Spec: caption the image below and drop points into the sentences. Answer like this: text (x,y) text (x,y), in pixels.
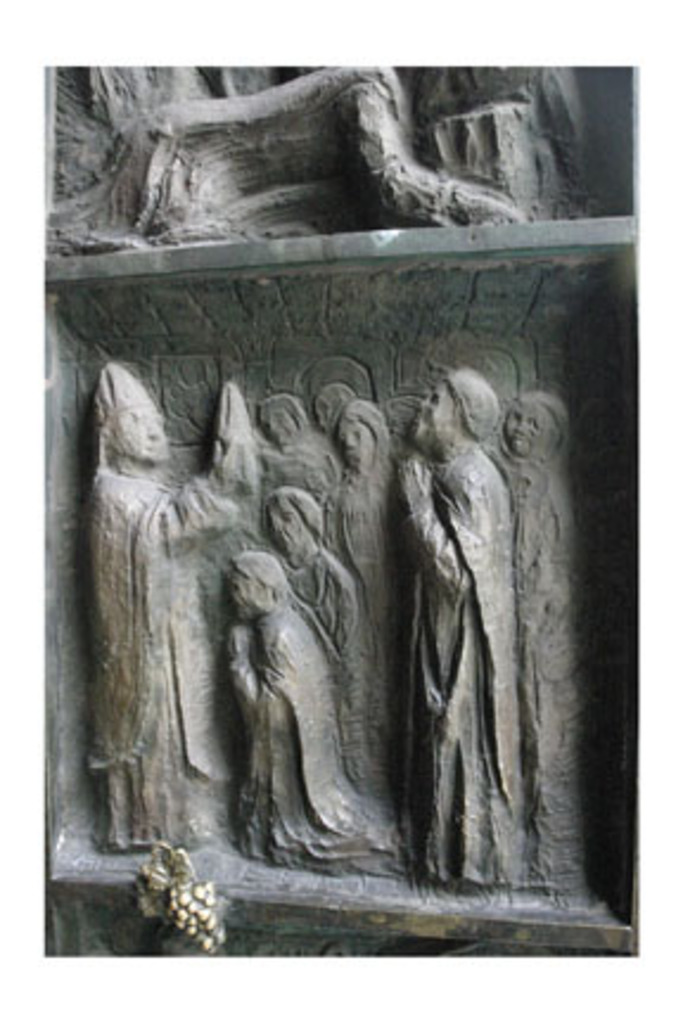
In this picture there are sculptures (353,492) of group of people (187,489) on the wall (438,921).
